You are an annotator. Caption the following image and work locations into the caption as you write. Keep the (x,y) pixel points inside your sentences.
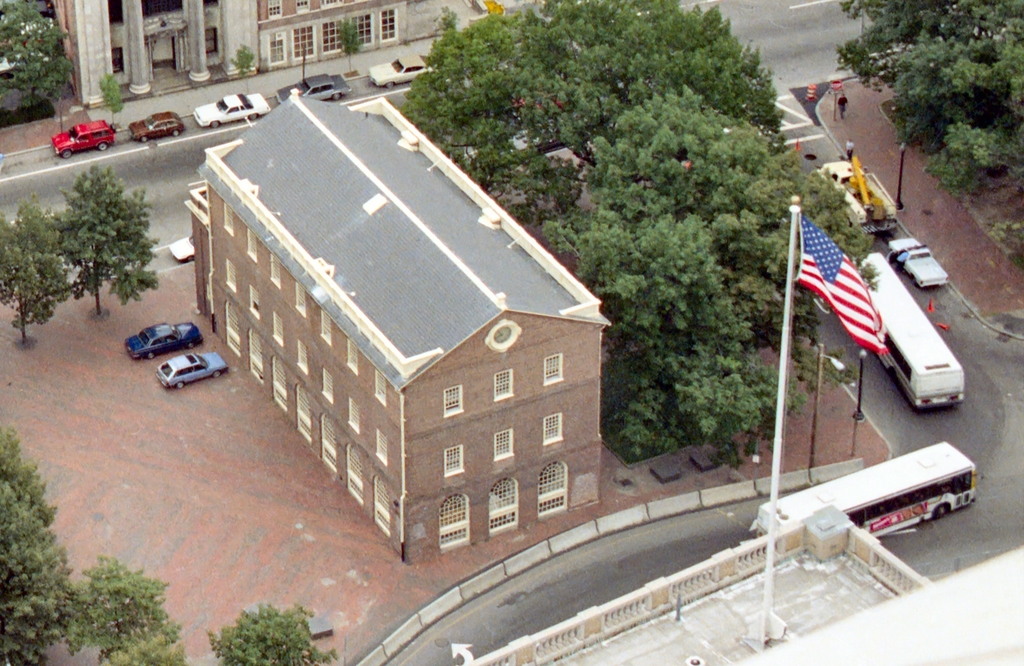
In this image I can see many vehicles (904,464) are on the road (664,573). To the side of the road (667,566) I can see many trees (685,200), buildings (484,274), poles (771,531) and boards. I can see two vehicles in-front of the building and there is a flag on the building (308,342).
